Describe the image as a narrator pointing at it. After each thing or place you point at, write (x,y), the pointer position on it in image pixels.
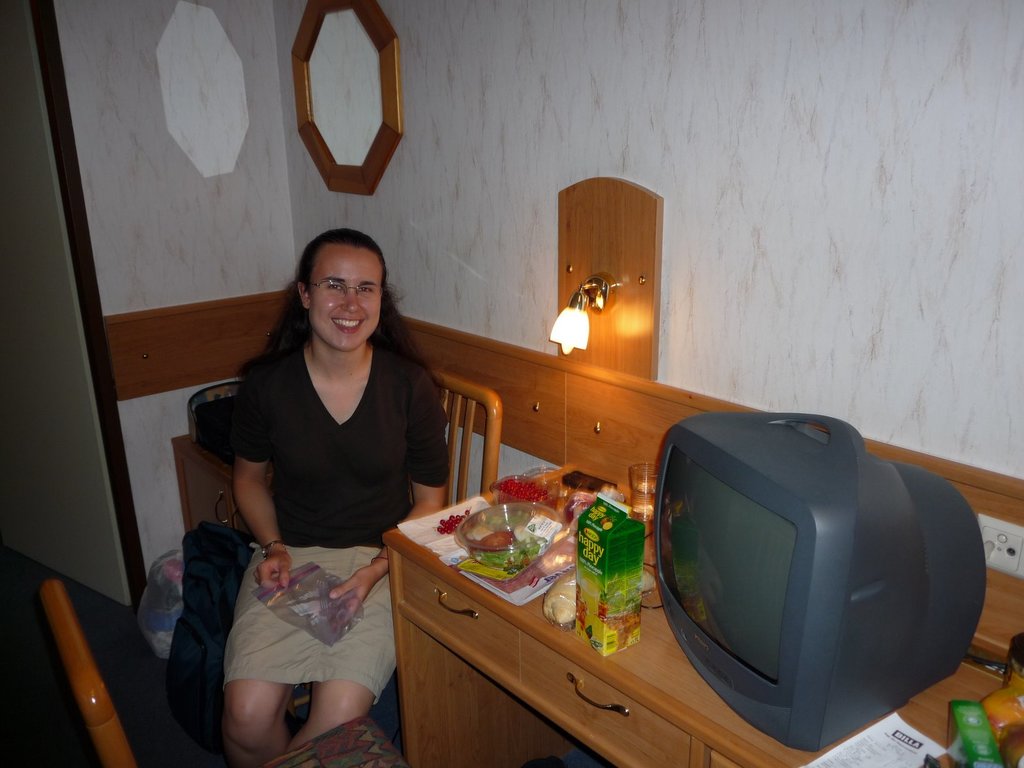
There is a woman (325,435) sitting in the chair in front of a desk (695,695). She's smiling. There is a lamp (566,335) beside her. On the desk (644,705) there is a television (718,606) and some food items (535,543) here. In the background (468,132) there is a mirror (339,108) and a wall (431,149) here.
